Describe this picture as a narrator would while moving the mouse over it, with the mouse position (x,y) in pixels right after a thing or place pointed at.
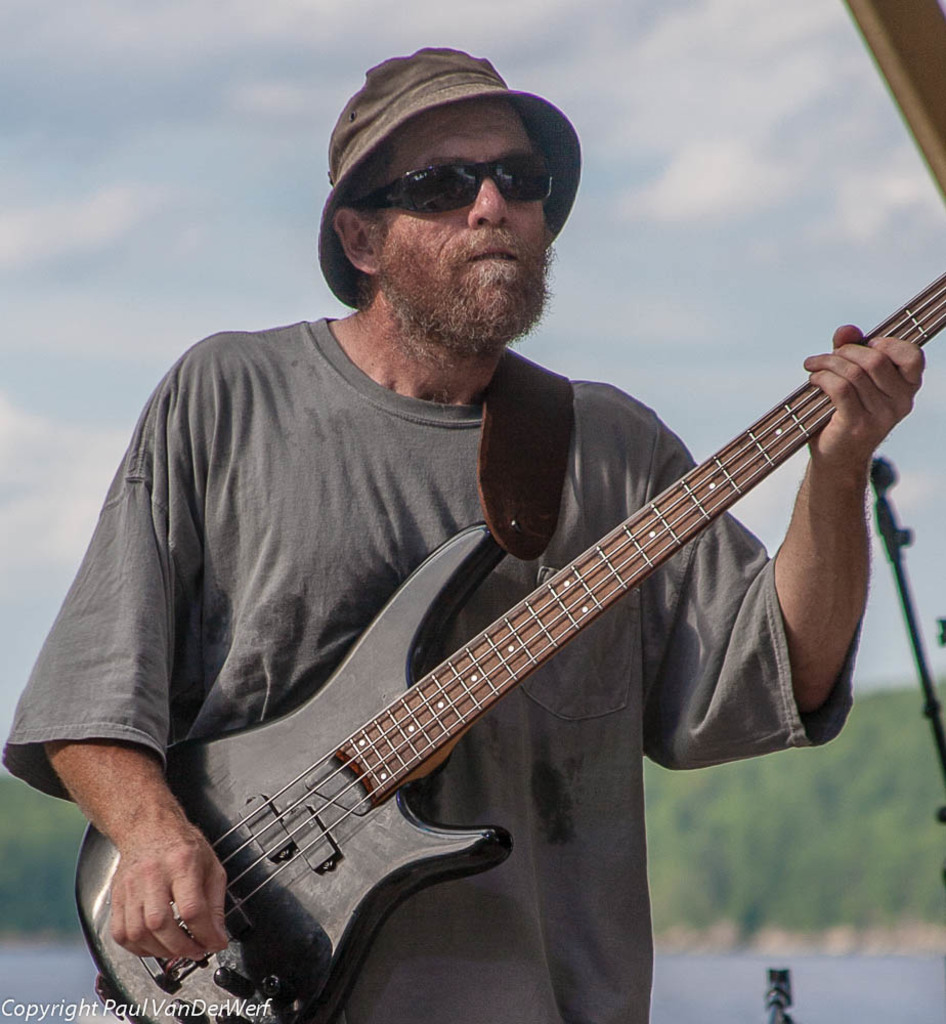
This picture shows a man (79,742) standing and playing guitar (313,849) and we see cloudy Sky (657,175) and trees (774,779) on his back.
